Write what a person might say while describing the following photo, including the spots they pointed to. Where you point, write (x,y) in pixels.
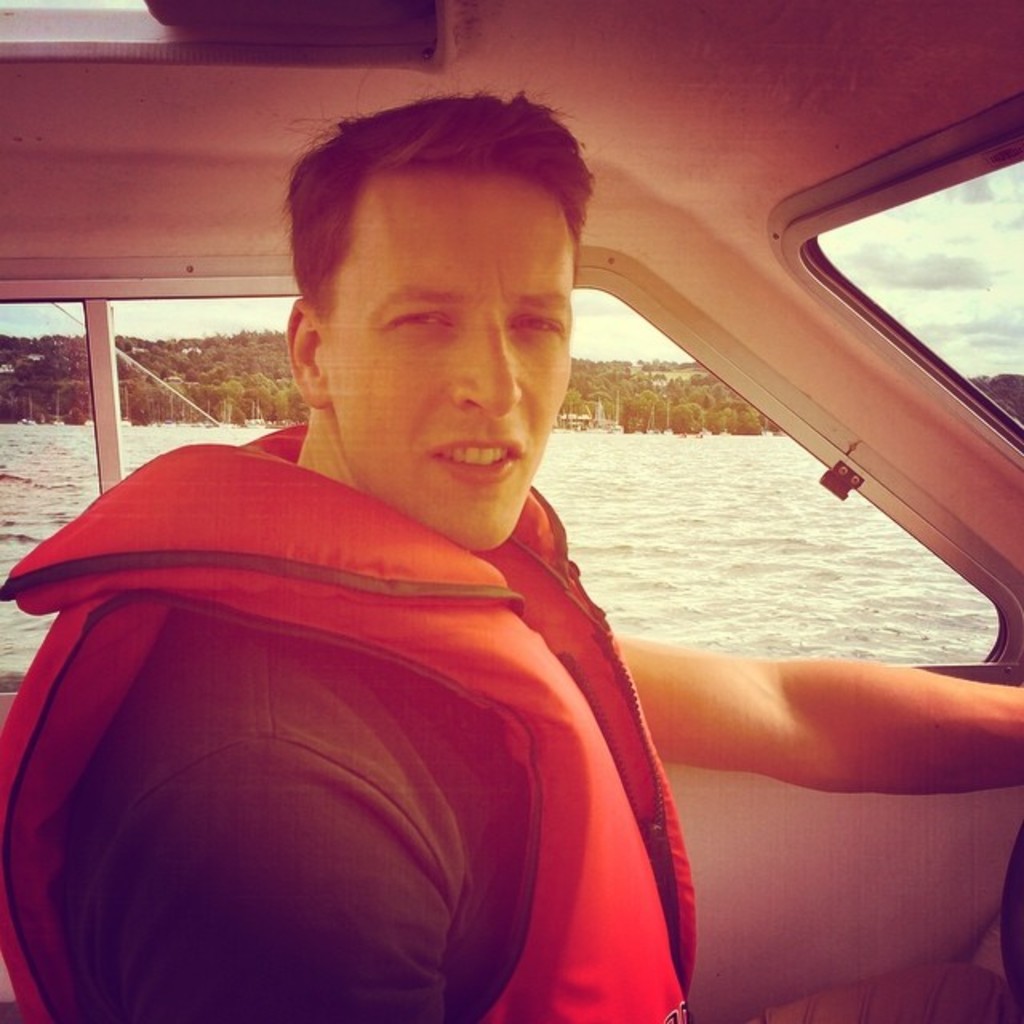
In this picture we can see a person (789,780) in the vehicle (940,977). We can see a few trees (633,426) and poles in the background (163,388). Sky (958,246) is cloudy.
